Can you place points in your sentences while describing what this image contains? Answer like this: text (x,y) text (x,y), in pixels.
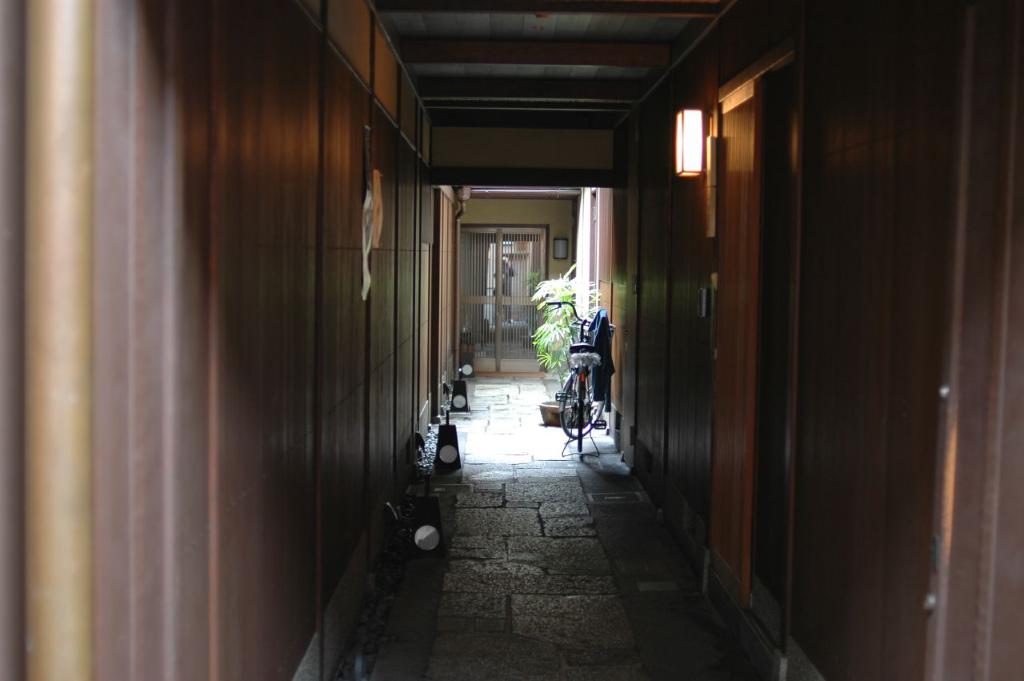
In this image we can see the wooden doors (743,557). And we can see the wooden walls (444,261). And we can see the windows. And we can see the lights (687,113). And we can see the bicycle (574,423) and the flower pot (558,420).
